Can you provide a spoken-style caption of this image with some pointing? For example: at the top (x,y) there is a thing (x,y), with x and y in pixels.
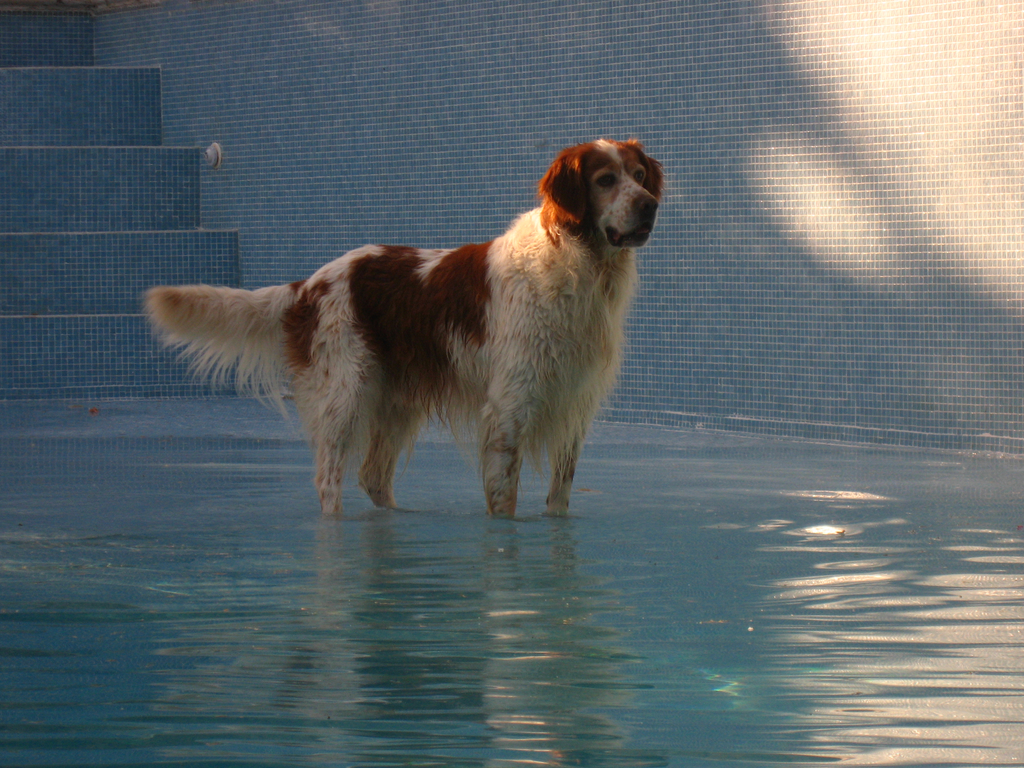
In the middle of the picture (511,390), we see a white dog (540,335) is standing in the water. Behind the dog (397,299), we see a blue color wall (392,150). Beside that, we see a staircase (112,210). At the bottom of the picture (571,636), we see water (684,669) and this water (519,690) might be in the swimming pool (317,621).
